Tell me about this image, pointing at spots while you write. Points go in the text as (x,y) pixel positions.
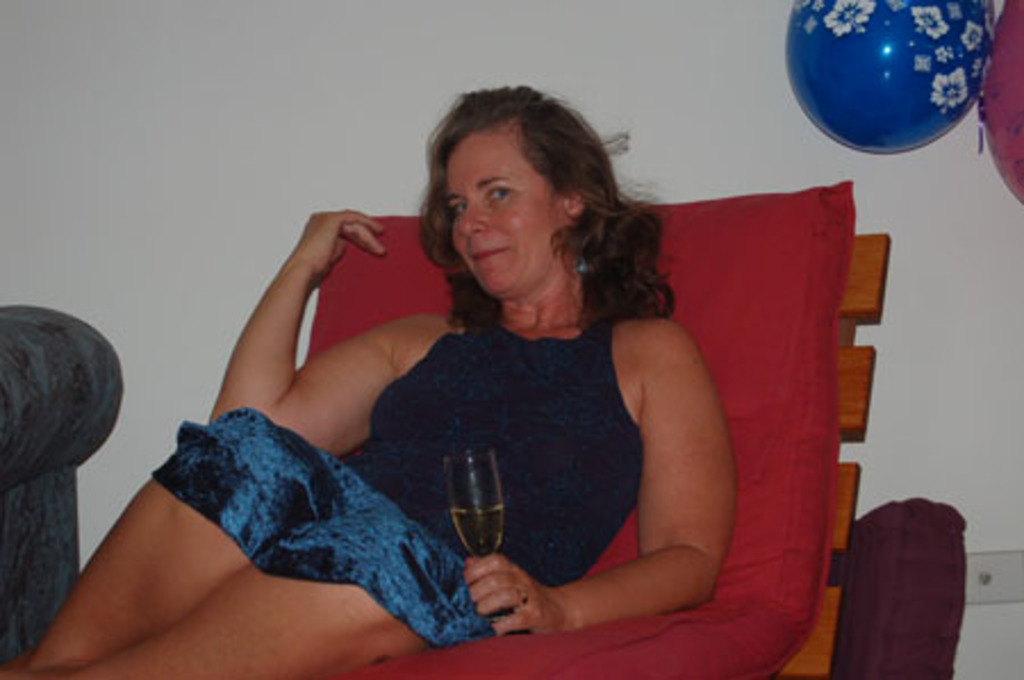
In this image there is a woman (380,522) sitting on the chair (772,500), she is holding a glass (499,511), there is an object (51,442) towards the left of the image (15,410), there is an object (891,554) towards the bottom of the image (907,564), there are balloons (909,108) towards the top of the image (915,113), at the background of the image (182,156) there is a wall (901,379).
